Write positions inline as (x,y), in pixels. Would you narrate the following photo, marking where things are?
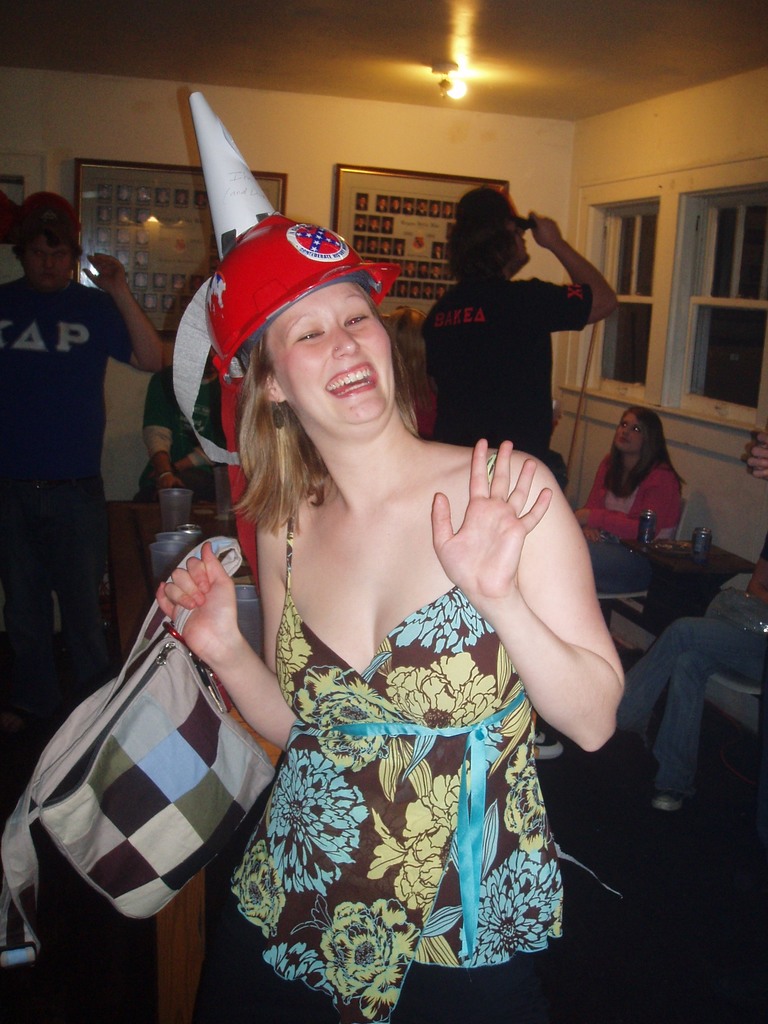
In this image we can see a woman (332,535) is smiling and she is holding a bag (165,785) in her hand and there is a helmet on her head (350,330). In the background (436,365) there are few persons (536,303) standing and few persons (210,428) are sitting and there are glasses (170,577) and tins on the tables (147,605) and we can see frames (200,272) on the wall (135,426), windows (624,263) and light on the ceiling (224,35).
